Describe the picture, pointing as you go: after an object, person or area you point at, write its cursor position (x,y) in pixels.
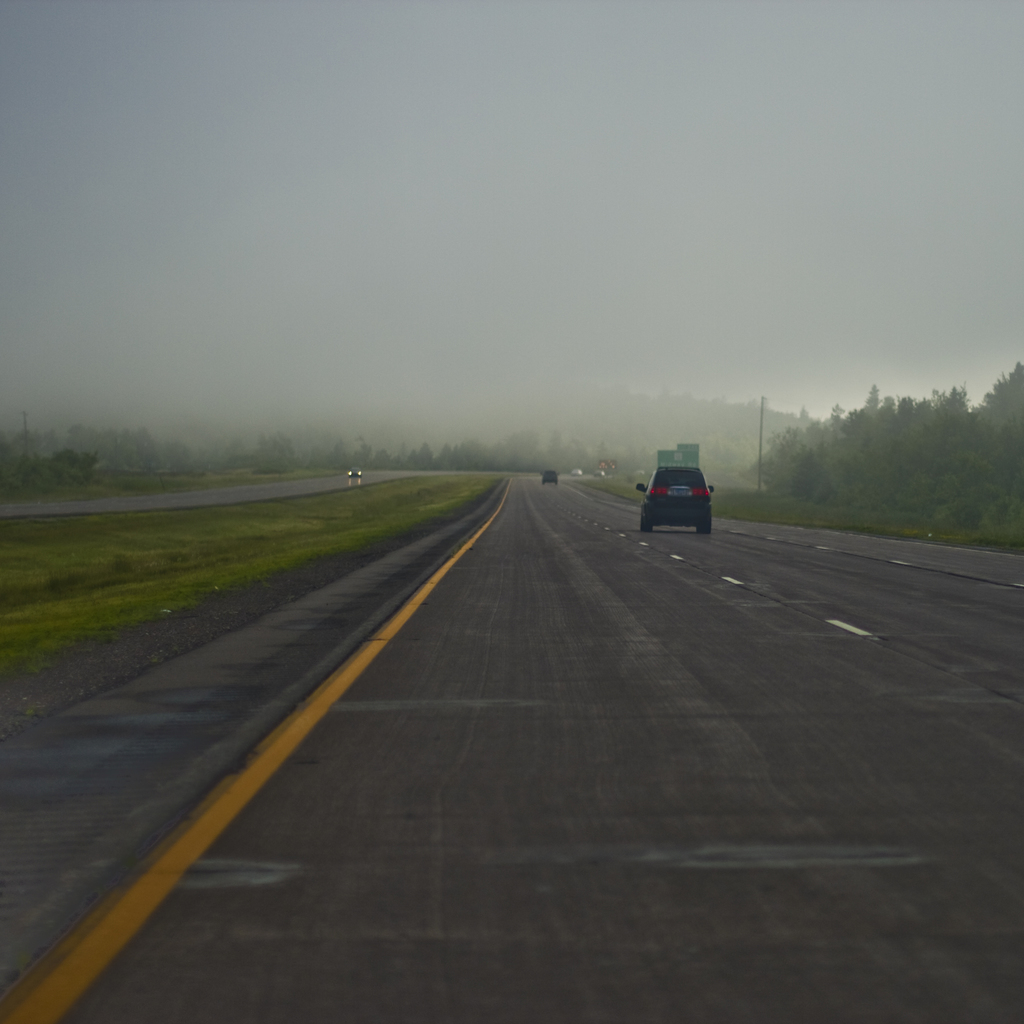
In the image we can there are vehicles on the road (586,531). Here we can see the road (539,756), grass (123,537), white and yellow lines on the road (869,618), pole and a smoky sky (412,247).
